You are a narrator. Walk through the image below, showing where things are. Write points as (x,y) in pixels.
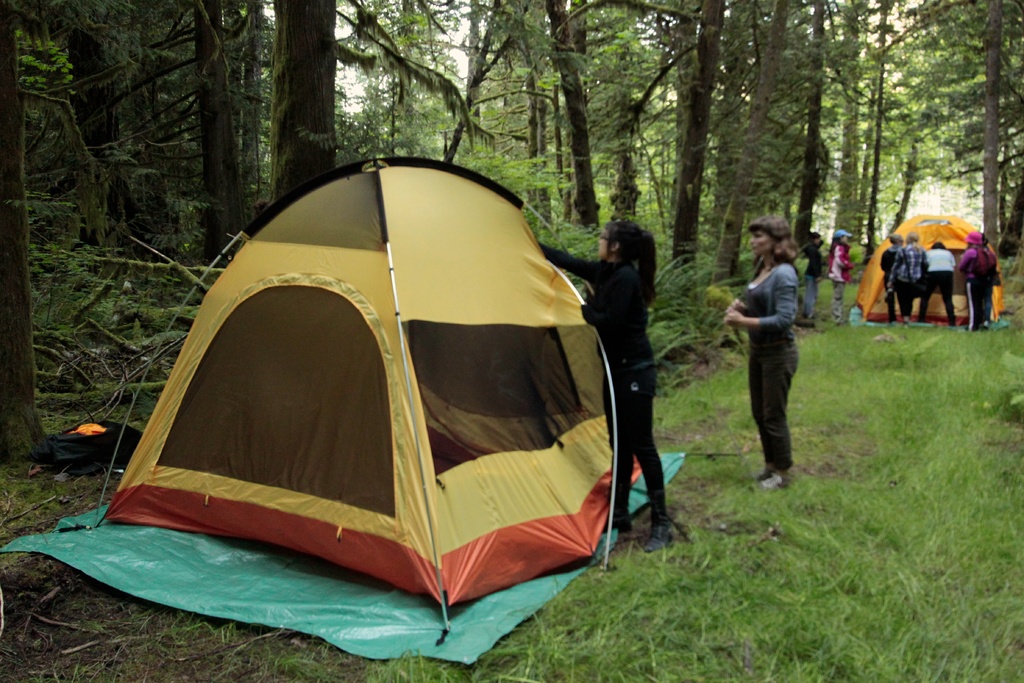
In this image in the center (361,370) there is a tent (383,379) which is yellow in colour and there are persons (628,304) standing. In the background (641,107) there are trees (780,138) and there are persons (903,268) and there is a tent (933,240) and there is grass (927,488) on the ground (917,513).
